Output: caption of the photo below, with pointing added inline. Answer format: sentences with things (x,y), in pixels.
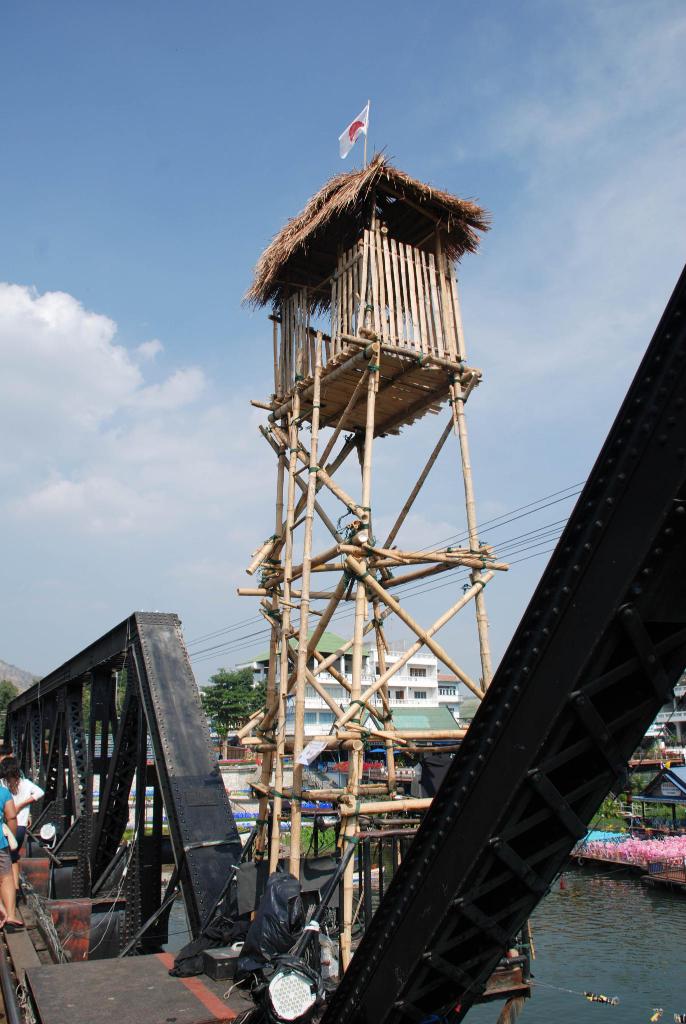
In this image we can see a few people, there are wooden sticks (354,747), hut (360,344), flag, lights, there are houses (659,799), railing (669,864), water (683,905), flowers (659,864), trees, also we can see the sky (118,438), and the water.
